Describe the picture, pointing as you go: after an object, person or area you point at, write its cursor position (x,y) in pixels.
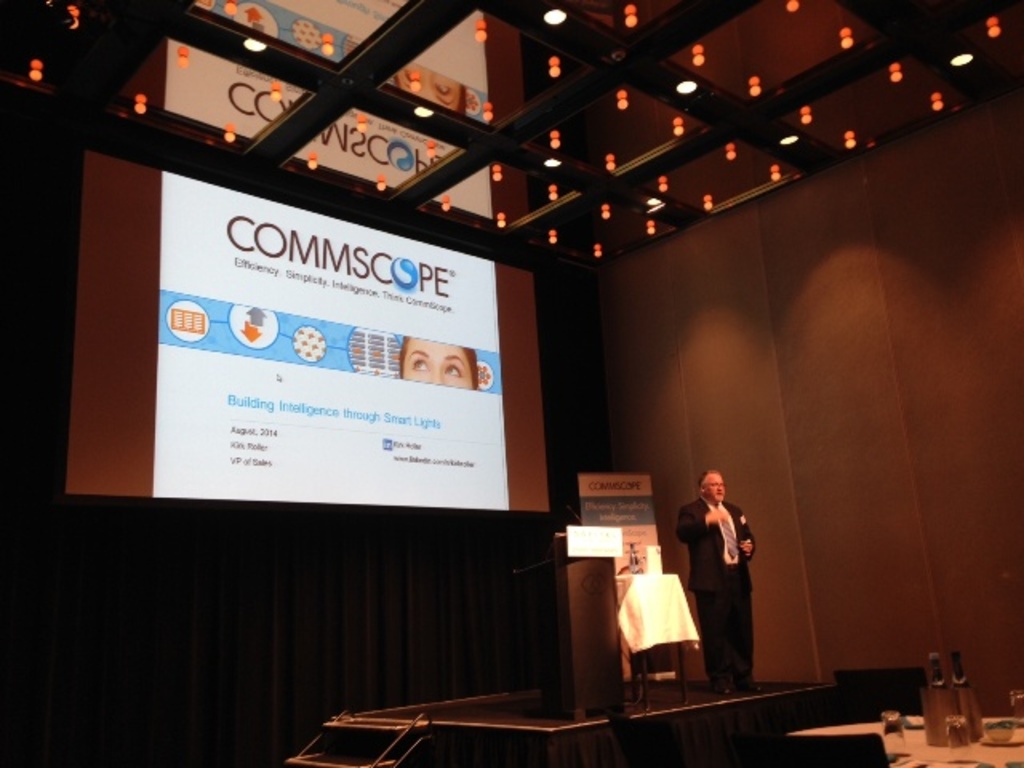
In this image man (727,539) is standing on the stage (506,714) and beside him there is a dais (596,578) and at the back side (355,388) there is a projector (324,339) and in front of him there is a dining table (917,730) and glasses (898,732), bottles (955,676) were placed on it.
